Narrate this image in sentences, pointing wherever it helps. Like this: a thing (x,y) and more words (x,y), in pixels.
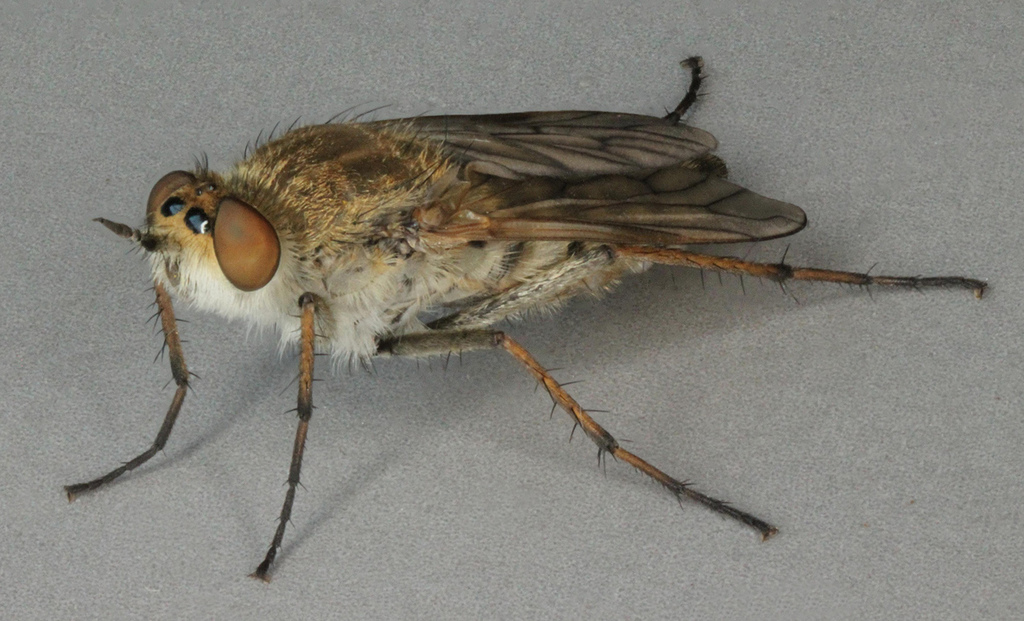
We can see insect (382,290) on the surface (336,550).
